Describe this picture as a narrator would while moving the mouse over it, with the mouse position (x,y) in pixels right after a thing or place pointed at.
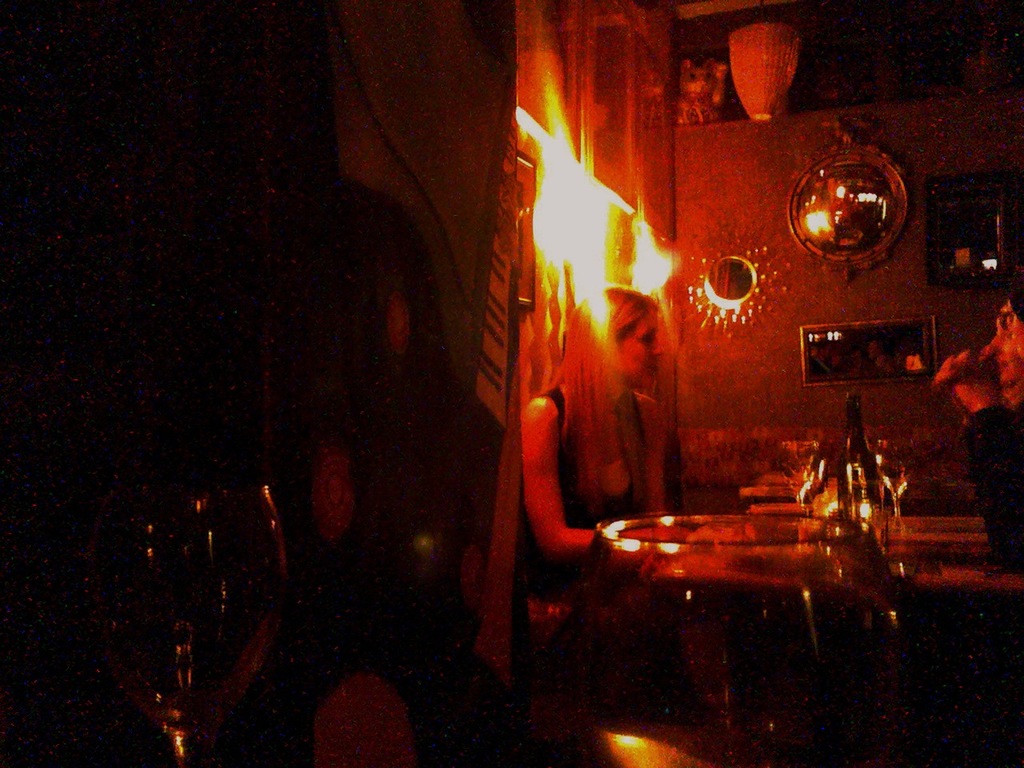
In this image, I can see two people (656,417) sitting. This looks like a table (840,556) with wine glasses (886,464), bottle (863,501) and few other things (860,518) on it. These are the frames (862,333) attached to the wall (904,152). This looks like a wine glass (256,662).
